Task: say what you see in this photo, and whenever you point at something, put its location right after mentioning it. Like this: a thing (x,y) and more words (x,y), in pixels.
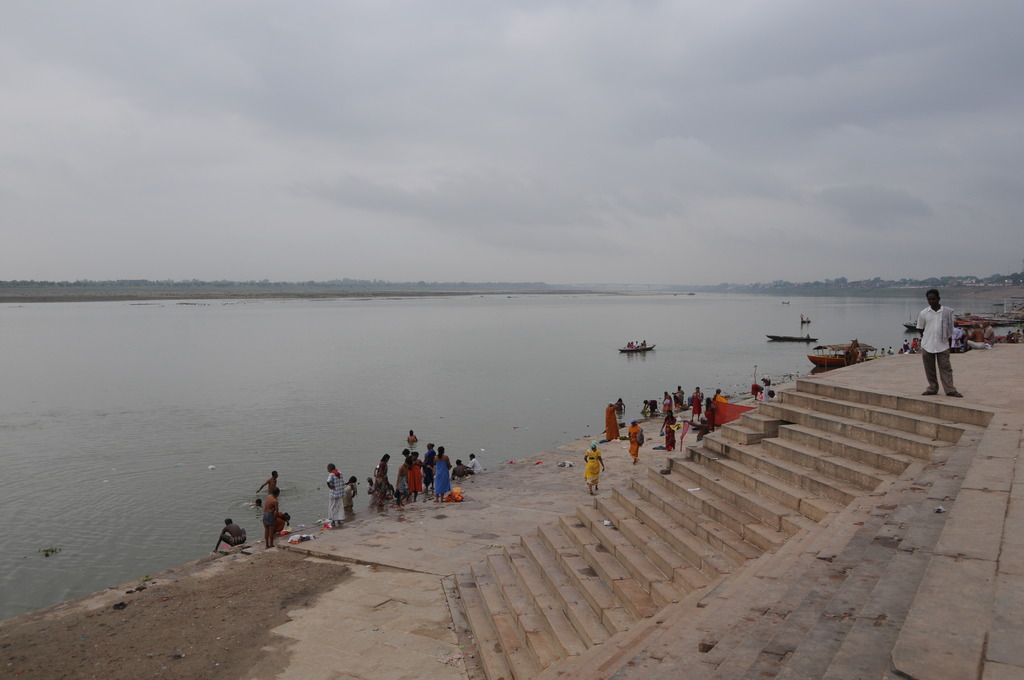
In this image on the right (918,320), there is a man (924,333), he wears a shirt (930,345), trouser (934,358), he is standing. In the middle (593,451) there is a woman (589,463), she is walking. On the left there is a man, he is shirtless. At the bottom (501,531) there are staircase (697,533), floor (358,596). In the middle (594,407) there are many people (955,340), boats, water (192,437) and waves (175,450). In the background (247,209) there are trees (982,281), sky (441,209) and clouds (382,172).
